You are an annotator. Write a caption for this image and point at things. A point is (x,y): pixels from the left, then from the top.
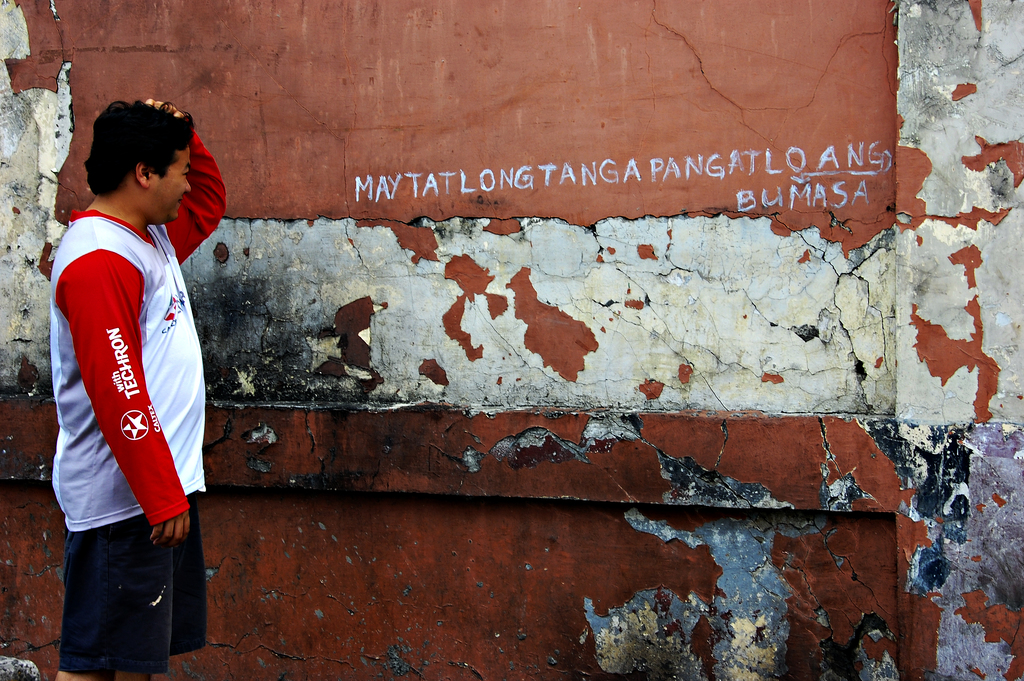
On the left side (163,337) a man (183,342) is standing and looking at this wall (419,223), he wore a white and red color t-shirt (171,316), black color short (107,591). This is the wall (470,493).
